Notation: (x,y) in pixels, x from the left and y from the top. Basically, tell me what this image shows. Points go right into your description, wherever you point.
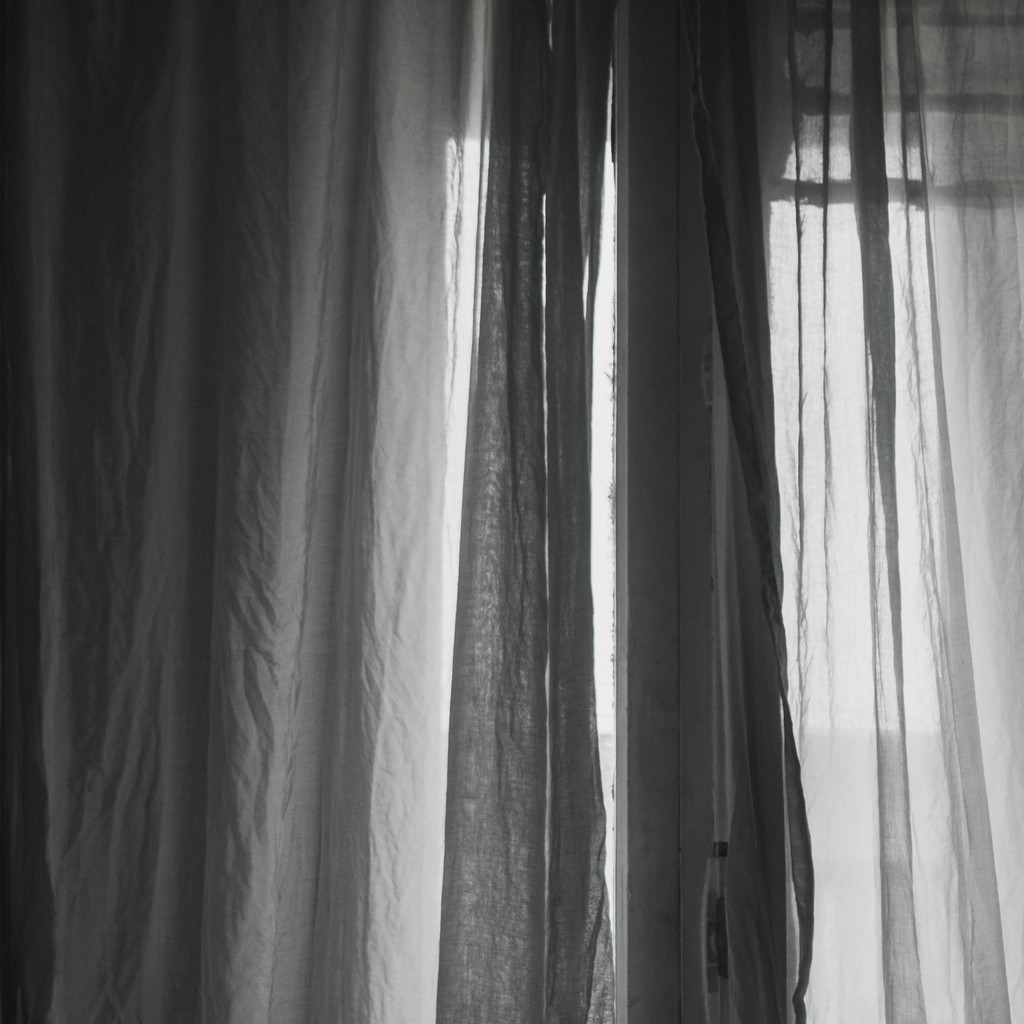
There is a window (691,417) having white color curtains (564,23). And the background (900,228) is white in color.
